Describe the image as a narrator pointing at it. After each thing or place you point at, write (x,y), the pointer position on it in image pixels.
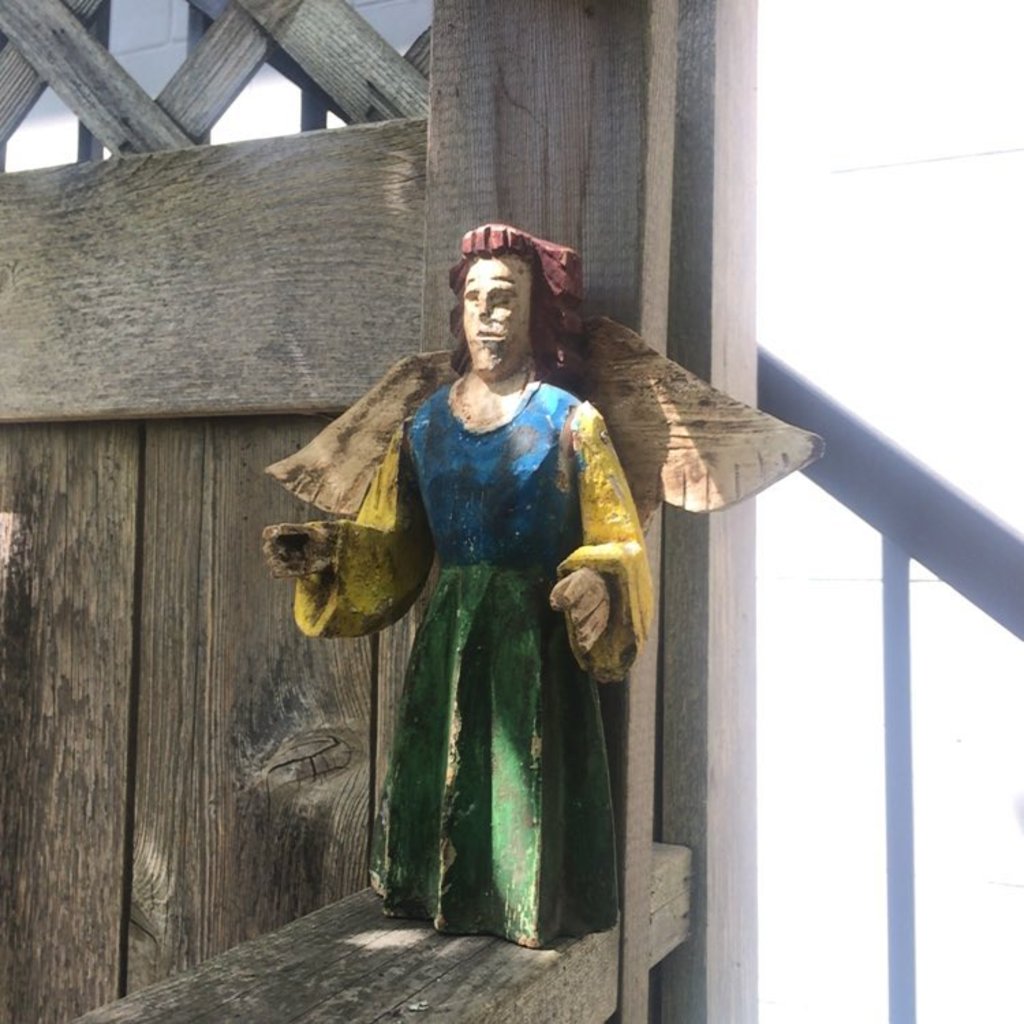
In this image, in the middle (600,446), we can see a toy (582,592). In the background (666,245), we can see a wood wall (522,20). On the right side (872,461), we can see a metal rod (872,461) and white color.
